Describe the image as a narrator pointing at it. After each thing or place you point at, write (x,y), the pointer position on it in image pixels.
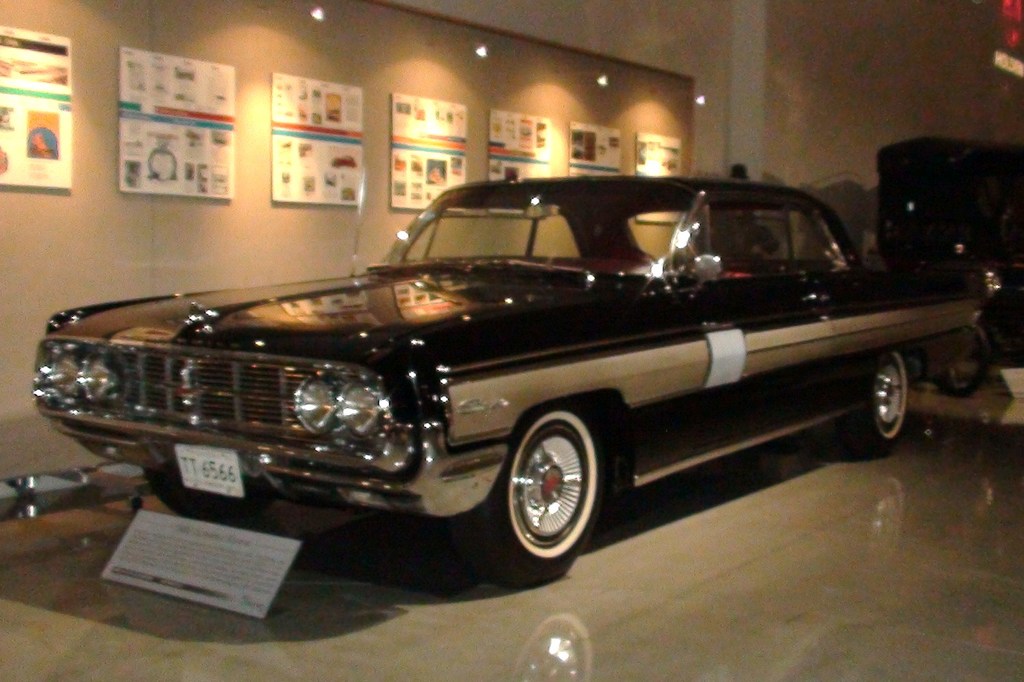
In this image there is a vintage car (530,291) on the display with a descriptive note (203,559) in front of the car (285,475), beside the car (369,332) on the wall (250,222) there are a few posters (279,162).
